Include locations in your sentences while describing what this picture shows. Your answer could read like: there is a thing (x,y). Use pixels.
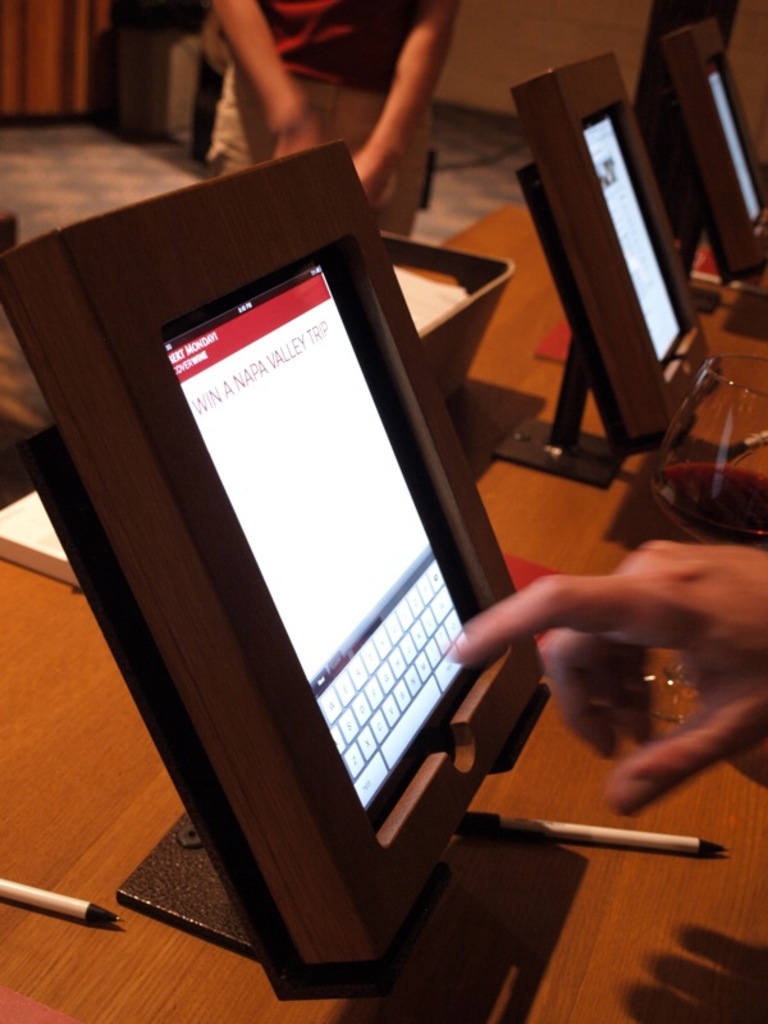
In this image, we can see monitors (421,643), pens (623,836) and a glass (723,464) are placed on the table (411,965) and we can see a person's hand (638,646). In the background (353,119), there is an another person (367,83) standing.
